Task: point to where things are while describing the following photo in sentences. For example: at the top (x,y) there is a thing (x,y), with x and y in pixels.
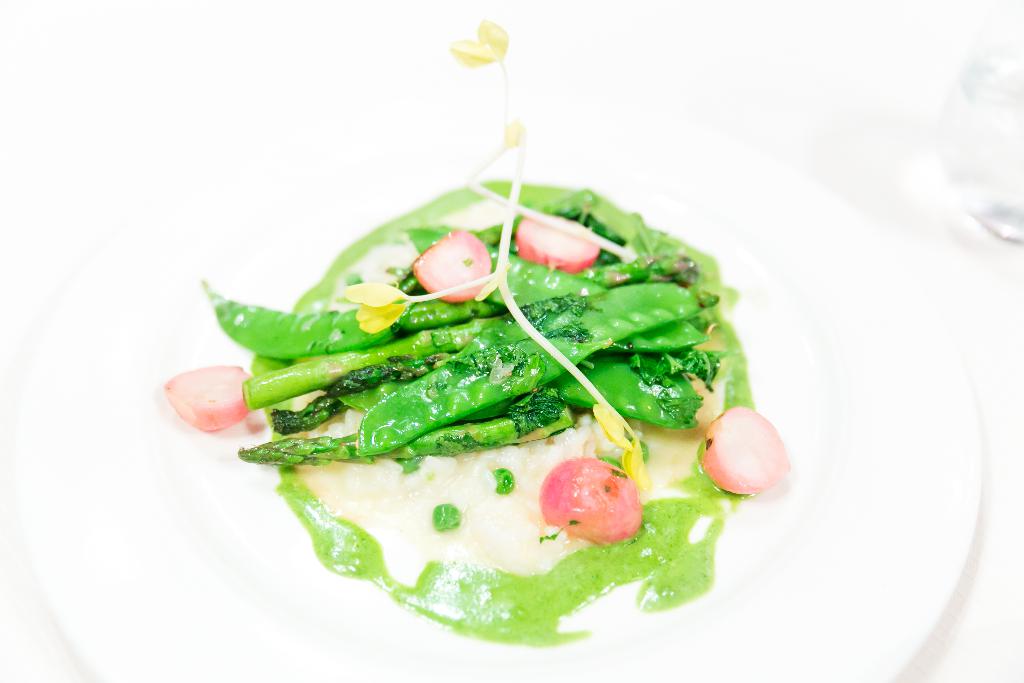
In this picture I can see food (641,309) in the plate (191,226) and I can see a glass (973,188) on the right side (1010,151) and I can see white color background (19,257).
